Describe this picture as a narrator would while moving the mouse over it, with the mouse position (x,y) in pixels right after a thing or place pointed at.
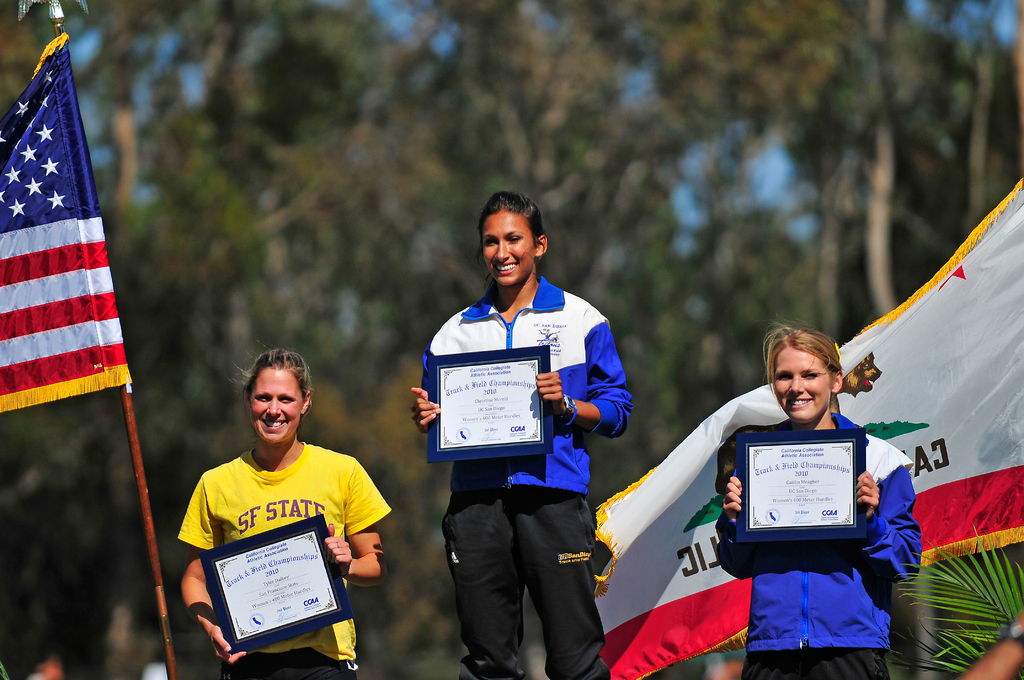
In the picture I can see three women (574,547) are standing and holding certifications (783,500), side of them we can see flags (991,269), behind we can see some trees (331,273).
